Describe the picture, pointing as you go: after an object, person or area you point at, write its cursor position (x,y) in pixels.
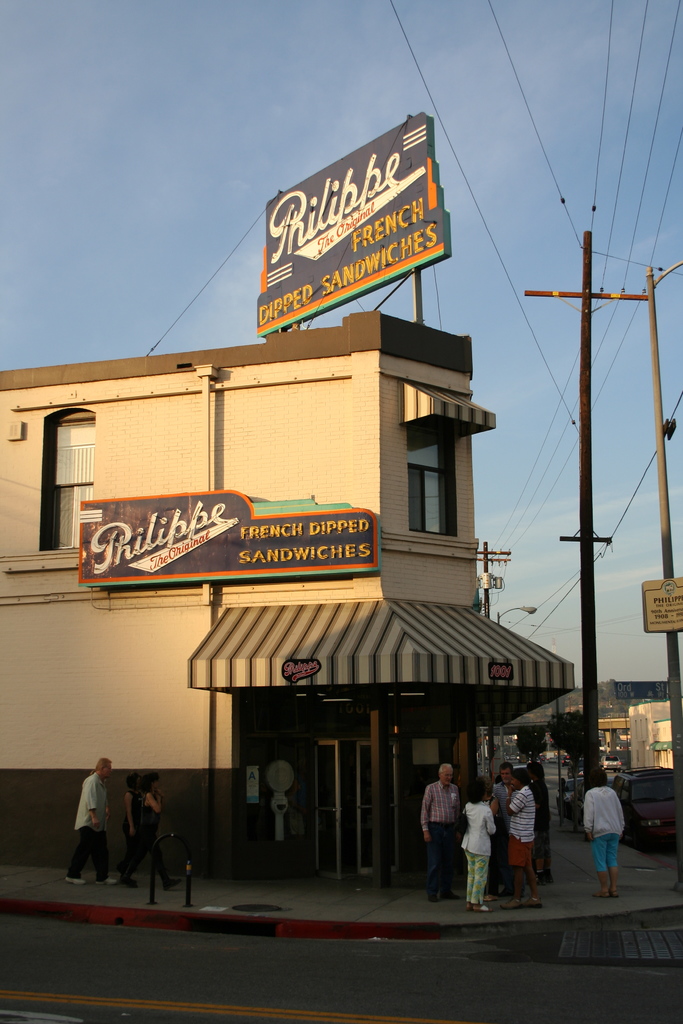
In this image there is a road (323,994) at the bottom (446,1007). Behind the road (327,960) there is a footpath (350,894). On the footpath (404,894) there is a sandwich store (355,785) under the building (186,476). At the top of the building (262,411) there is a big hoarding (348,215). On the right side (587,524) there are electric poles (671,570) on the footpath (621,889).
